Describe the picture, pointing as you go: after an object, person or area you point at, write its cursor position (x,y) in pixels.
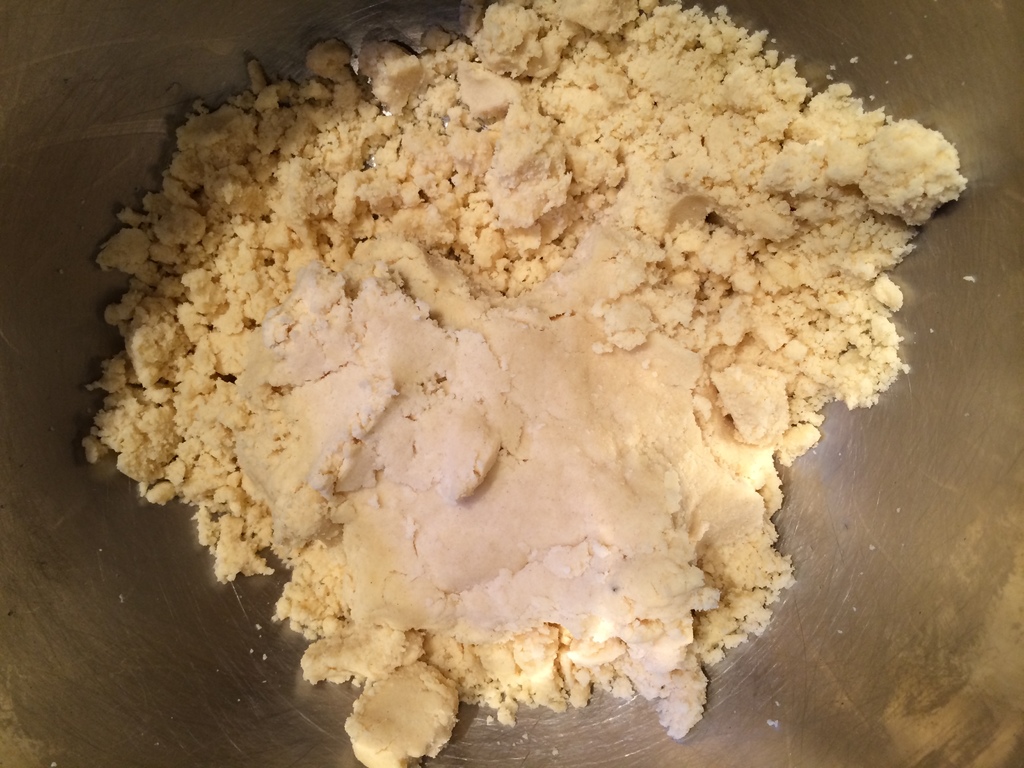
In the picture we can see a pan (863,88) with a powder (669,97) and mixture (442,552) of some other powder (531,386) on it.
